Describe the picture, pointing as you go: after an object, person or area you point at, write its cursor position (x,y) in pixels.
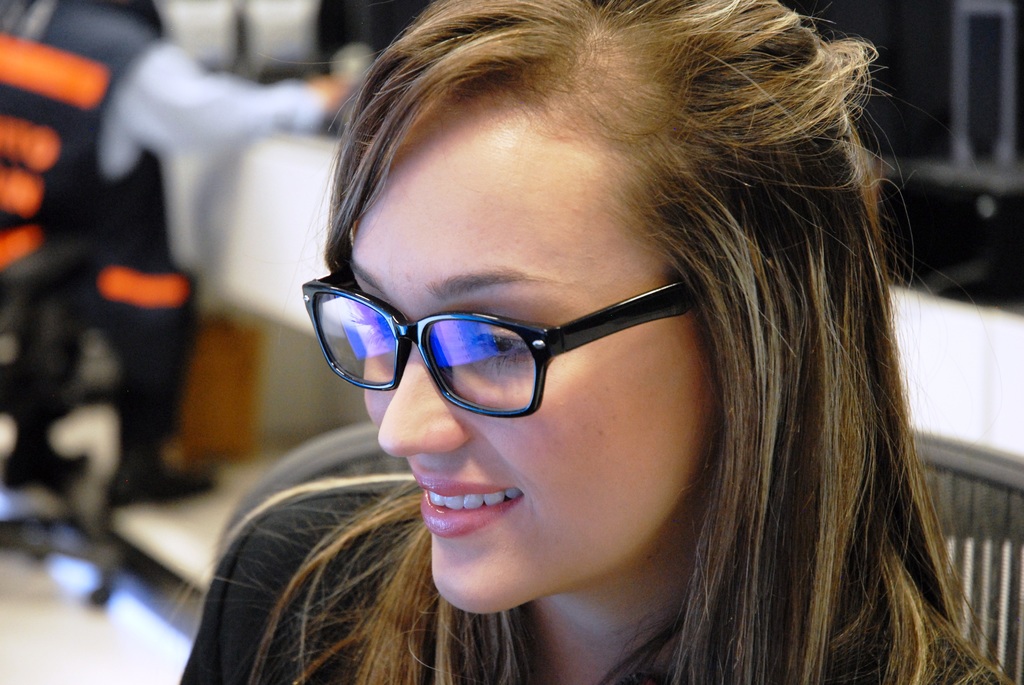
In this picture I can see a woman (530,584) wearing spectacles (473,412), behind I can see a person (110,34) sitting on the chair (69,365) in front of the table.
